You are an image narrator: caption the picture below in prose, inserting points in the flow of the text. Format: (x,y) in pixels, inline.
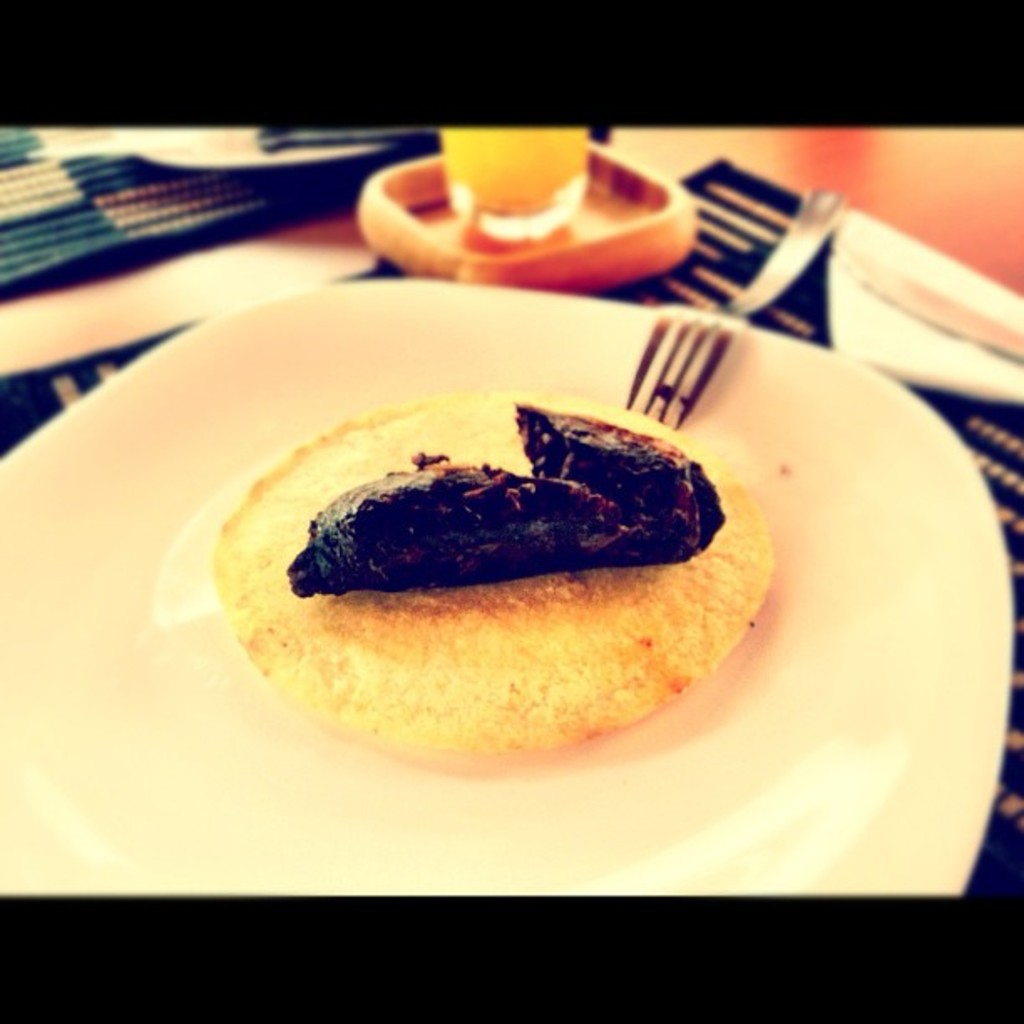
In this image there is a food item (488,439) and a fork (646,400) placed on a plate (204,460), beside the plate (459,323) there is a glass of drink (536,193) which is placed on top of the table (284,229).
